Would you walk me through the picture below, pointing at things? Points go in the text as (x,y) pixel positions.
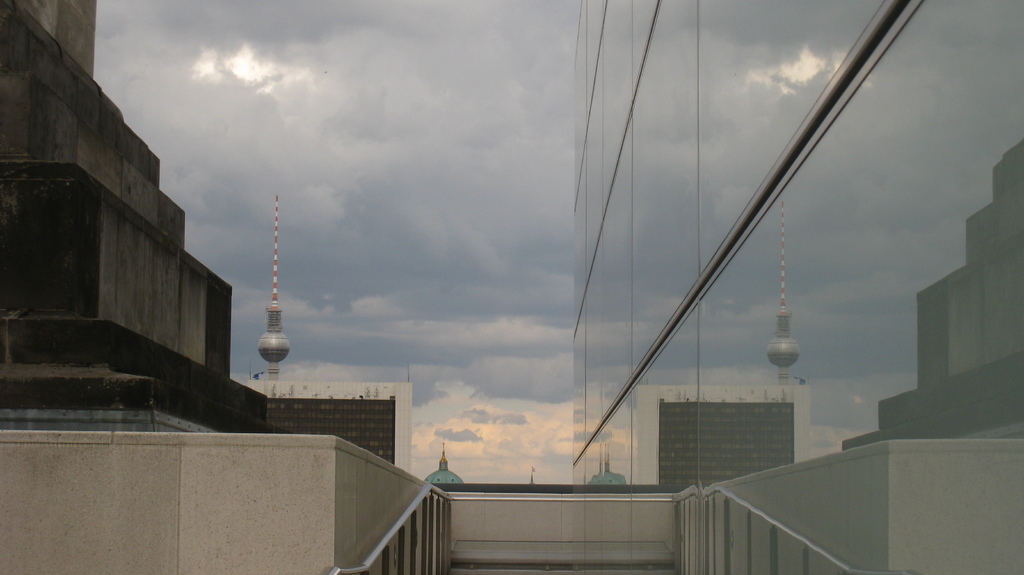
This picture consists of the sky (298,163) at the top (282,172) and I can see a glass window (693,148) on the right side (892,315), through window (869,366) I can see building (743,442) and stair case (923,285) and a pole (783,373), at the bottom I can see stair case (629,536), on the right side (730,536) I can see the wall (755,548), in the middle (478,376) I can see pole (277,351), building (353,430) the sky (293,359).
